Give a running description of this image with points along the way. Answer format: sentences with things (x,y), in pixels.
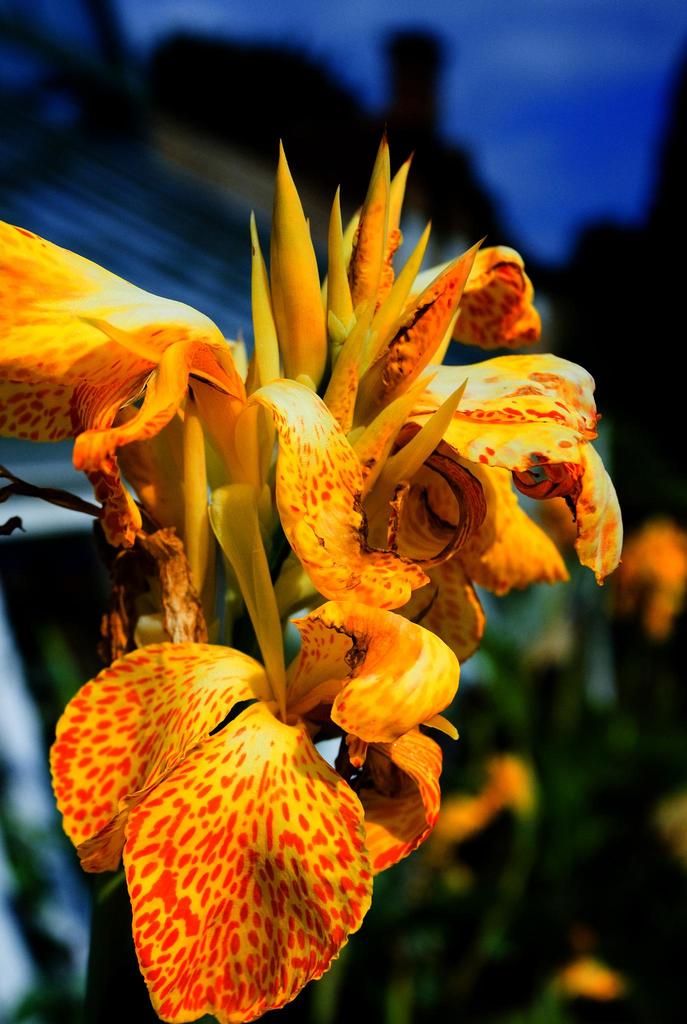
In this image I can see a flower (189,933) in yellow and orange color. Background (654,76) I can see leaves (584,733) in green color and sky (528,83) is in blue color.
